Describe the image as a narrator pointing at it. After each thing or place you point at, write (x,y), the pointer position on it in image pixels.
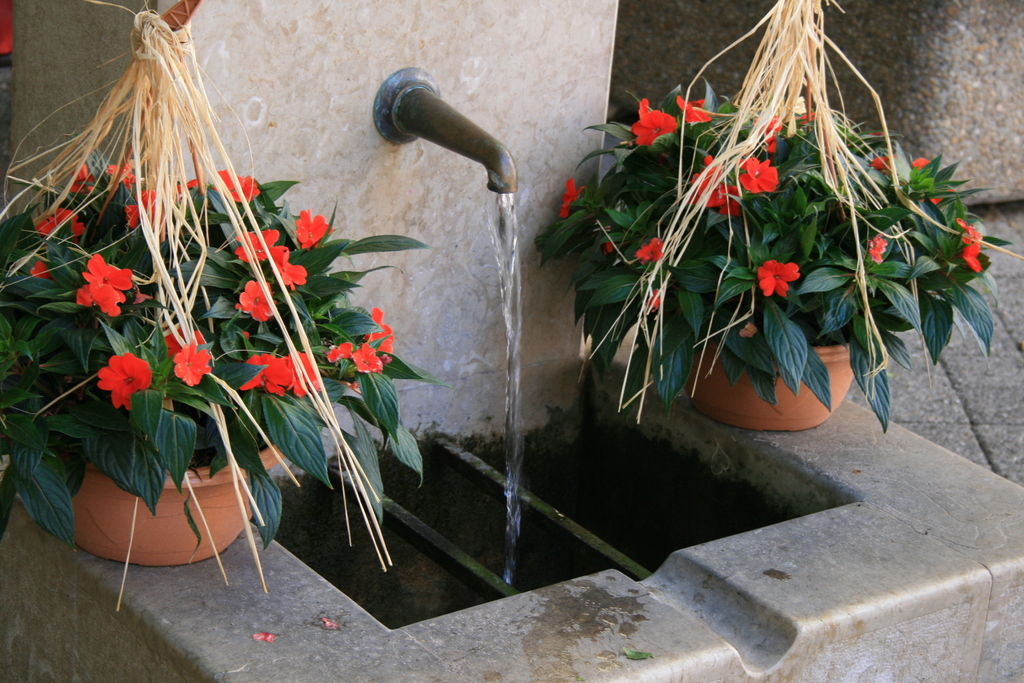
In this image I can see two flower pots (160,510) with plants (772,299) in them and few flowers (760,279) which are red in color. I can see a tap (488,149) and water (514,510) flowing from the tap (513,161).
